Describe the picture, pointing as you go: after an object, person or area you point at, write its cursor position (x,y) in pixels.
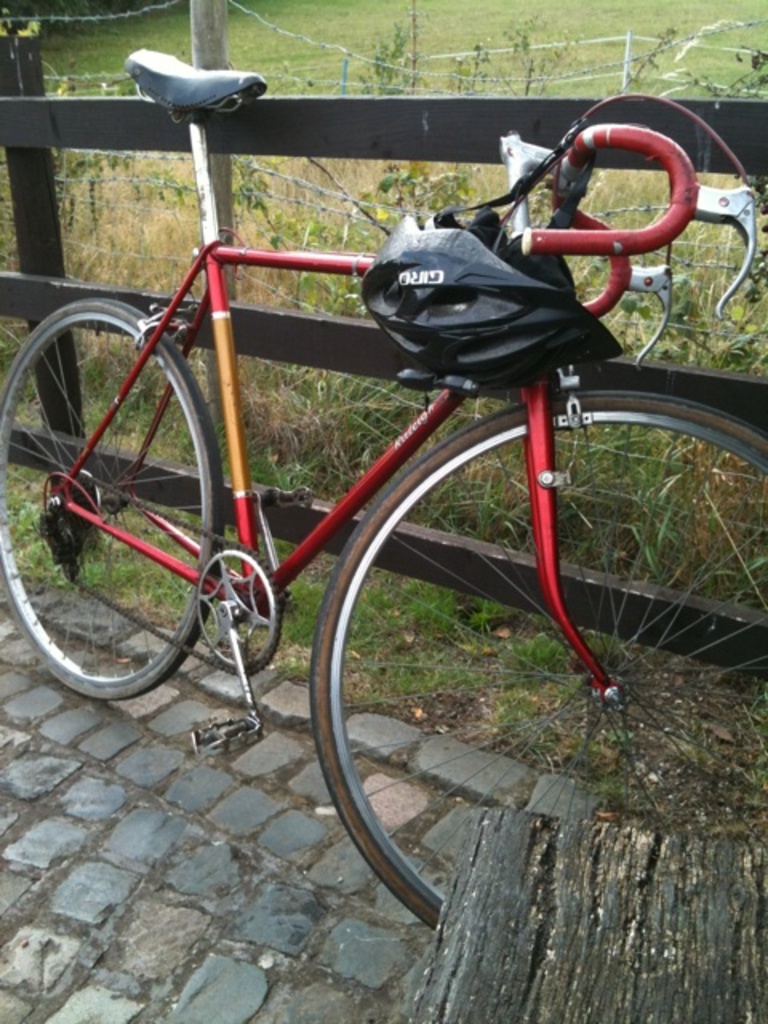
In the image in the center (457,347), we can see one cycle (602,396) and helmet (432,296). In the background (388,225) there is a fence (38,43), grass (352,79) and plants (403,47).
